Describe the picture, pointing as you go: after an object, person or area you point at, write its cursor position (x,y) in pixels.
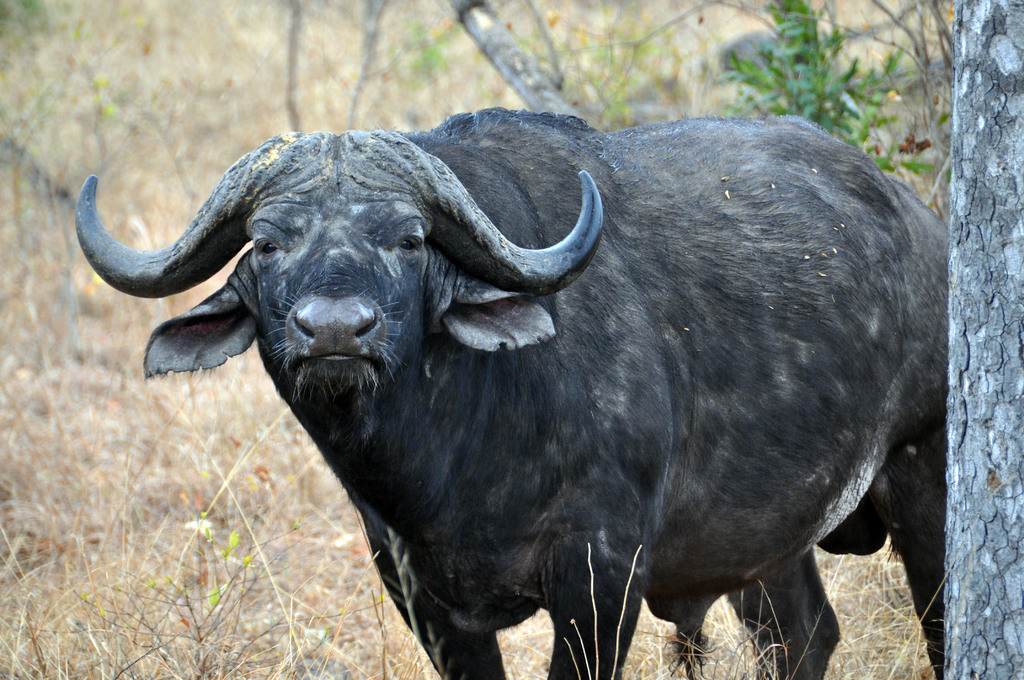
In this image I can see an animal (695,255) which is black in color is standing on the ground (729,636). I can see few plants (184,536) which are brown in color. In the background (802,35) I can see a plant (787,8) which is green in color and a tree (996,31).
